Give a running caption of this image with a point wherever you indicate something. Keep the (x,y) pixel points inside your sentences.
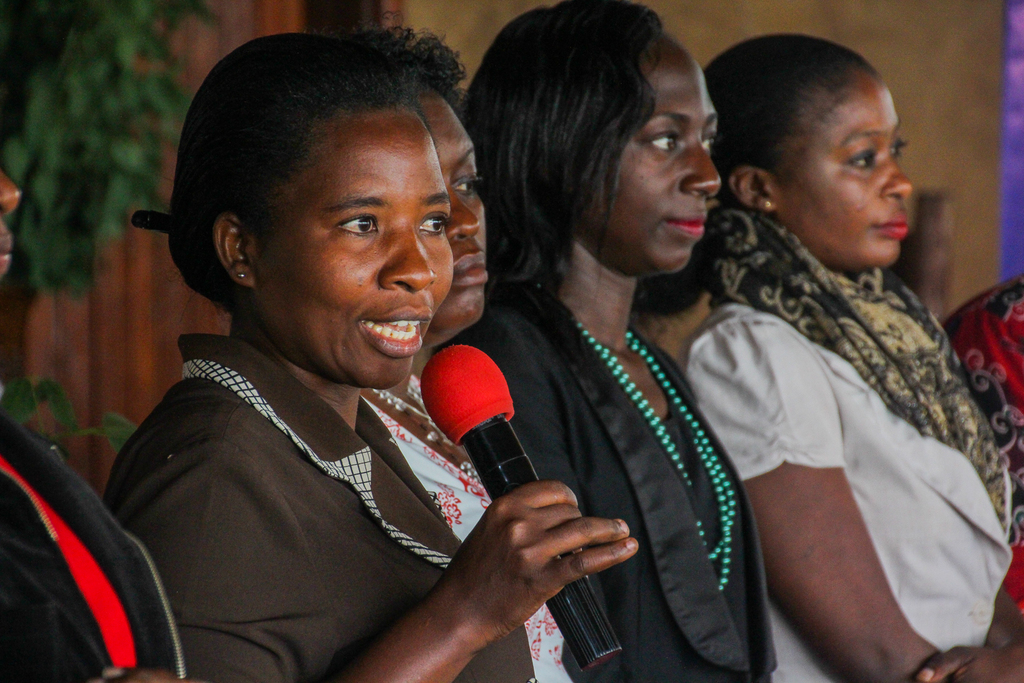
In this image there are group of persons (627,368) standing at the middle of the image (479,359) there is a person (535,538) holding microphone (430,389) in her hand (457,585).
